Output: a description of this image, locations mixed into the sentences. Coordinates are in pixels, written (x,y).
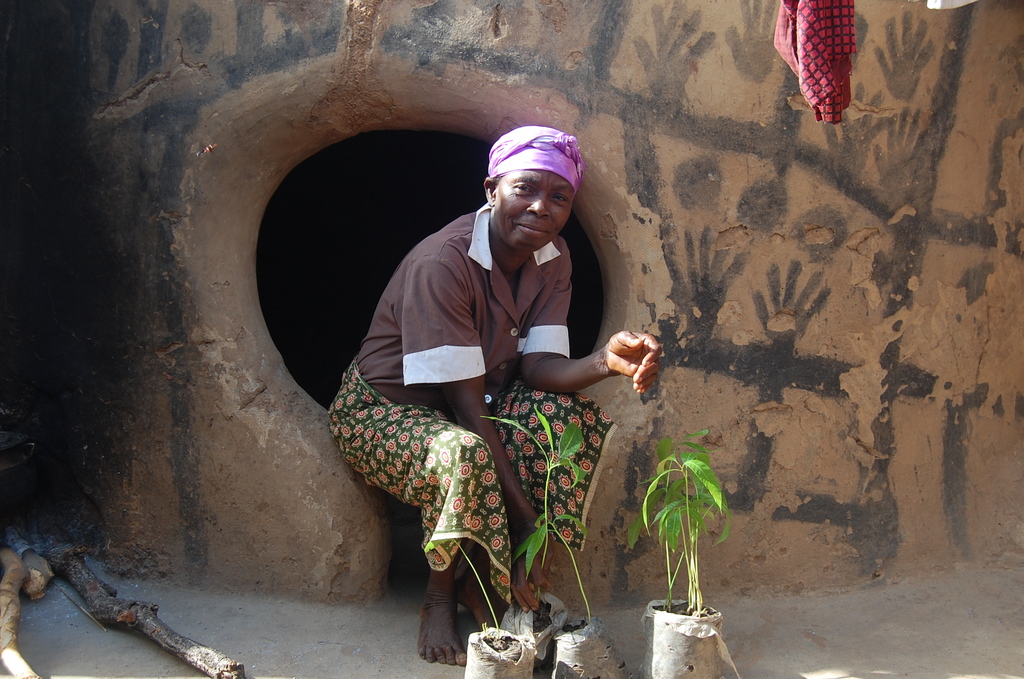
At the bottom of the image (529,668) we can see some plants (711,479). Behind them a person (535,202) is sitting. Behind her we can see a wall (294,73). In the bottom left corner of the image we can see some wooden sticks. In the top right corner of the image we can see some clothes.
